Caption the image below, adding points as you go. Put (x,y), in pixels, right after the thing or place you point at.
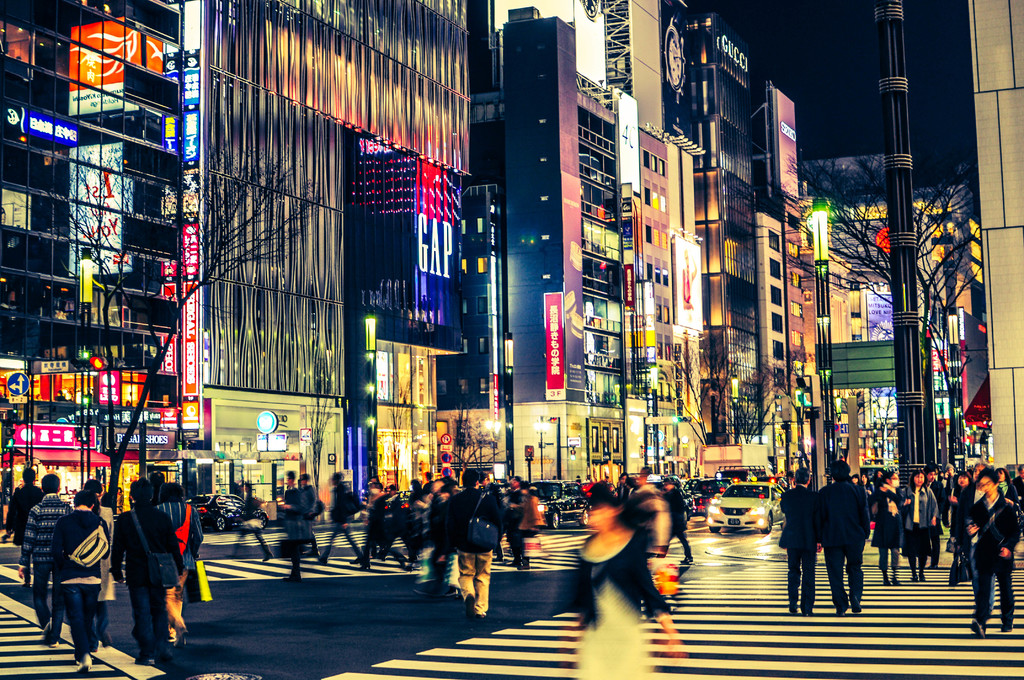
In the picture we can see a road (460,637) on it we can see full of white color stripes (801,664) except some part and on the road (724,636) we can see many people (166,506) are walking and some are standing and we can also see a car (708,516) which is white in color and in the background (313,465) we can see full of buildings (293,462) with glasses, lights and shops (176,451) to it and near to it we can see some dried trees (396,461).
